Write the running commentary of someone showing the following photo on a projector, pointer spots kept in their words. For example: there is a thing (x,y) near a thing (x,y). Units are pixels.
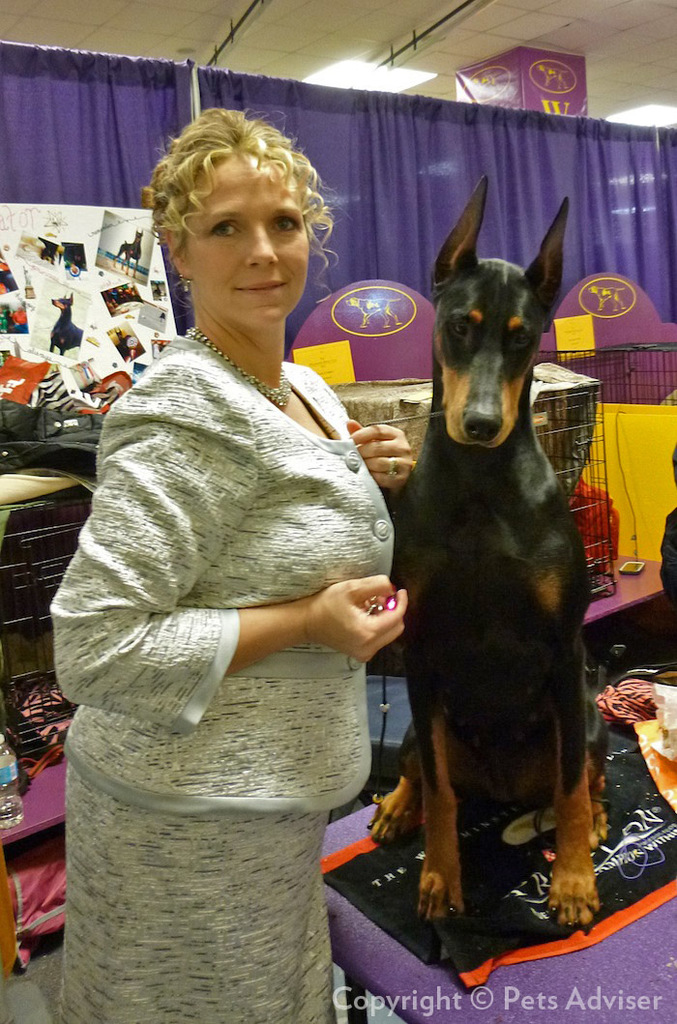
In this image we can see a woman (97,603) standing beside a dog (472,624). In the background (656,357) we can see grills (7,728), water bottle (12,761), table (35,789), photo frames (77,294), curtain (52,188), light (389,88) and ceiling (299,48).
